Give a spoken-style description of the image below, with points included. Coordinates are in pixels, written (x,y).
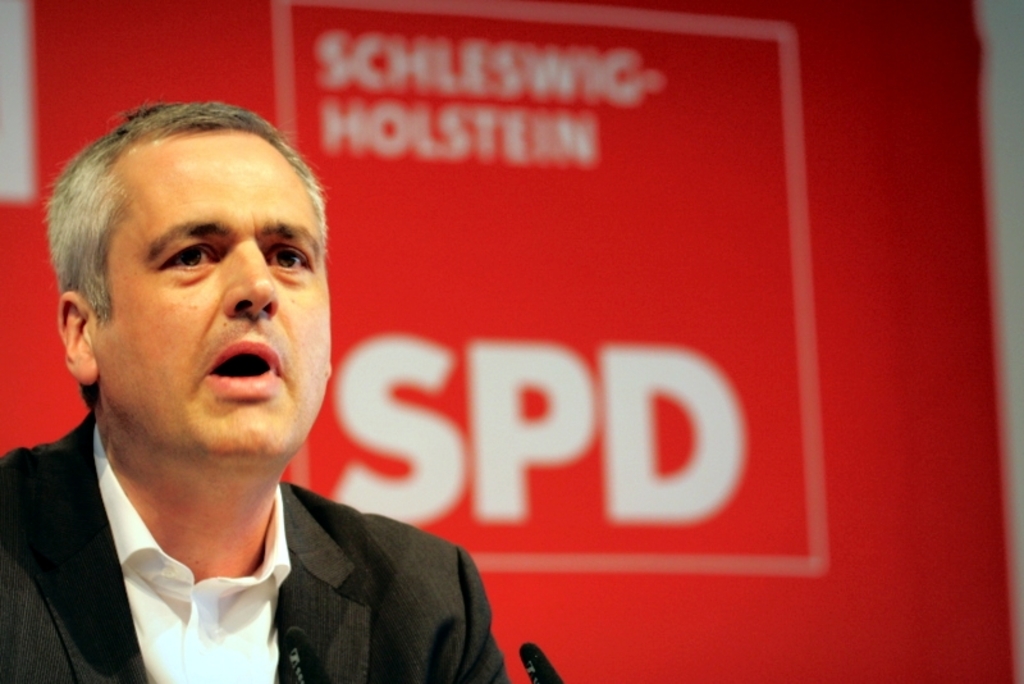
This image consists of a person (379,581) on the left side (145,460). He is wearing black coat (71,486). He is talking something. There is a banner (356,425) behind him.
